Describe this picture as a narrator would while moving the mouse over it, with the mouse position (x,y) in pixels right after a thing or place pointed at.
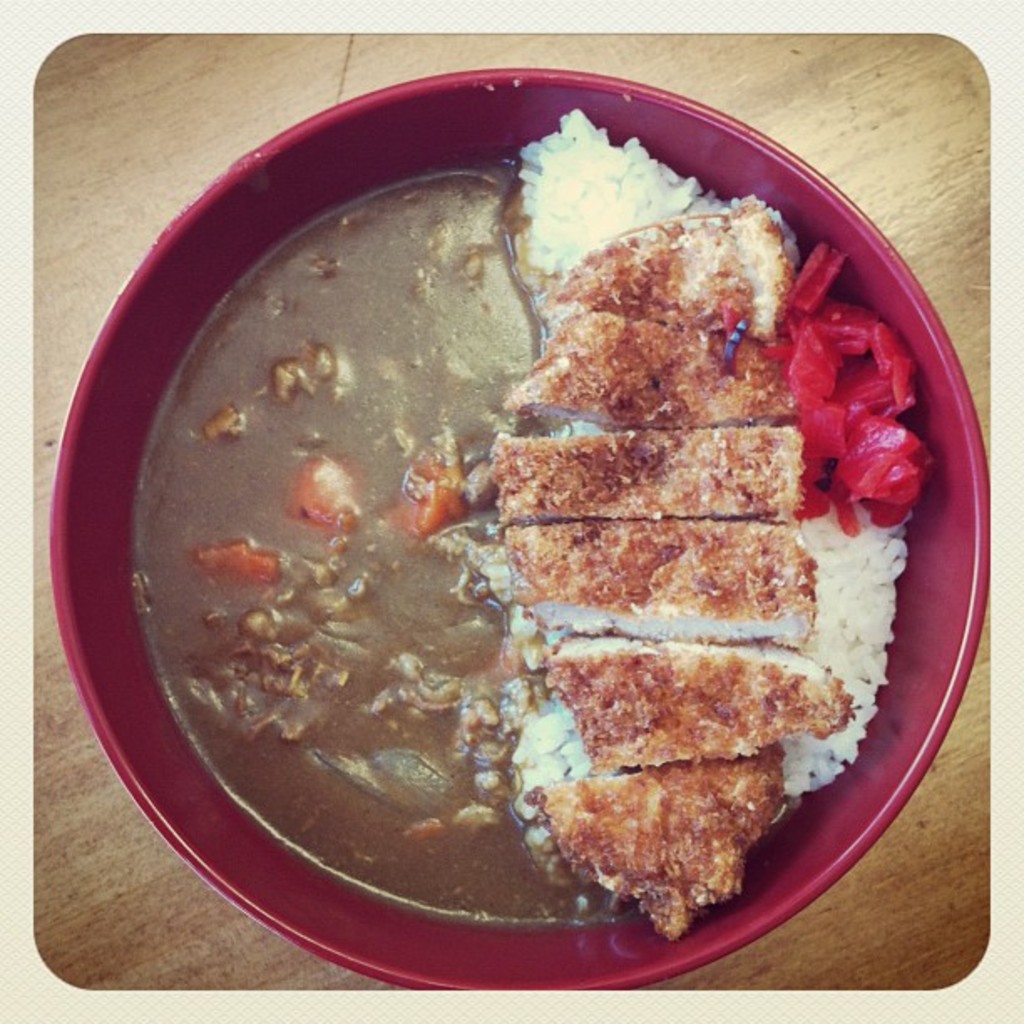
In this picture we can see a bowl (776,869) with food (558,549) on a wooden platform (942,898).
